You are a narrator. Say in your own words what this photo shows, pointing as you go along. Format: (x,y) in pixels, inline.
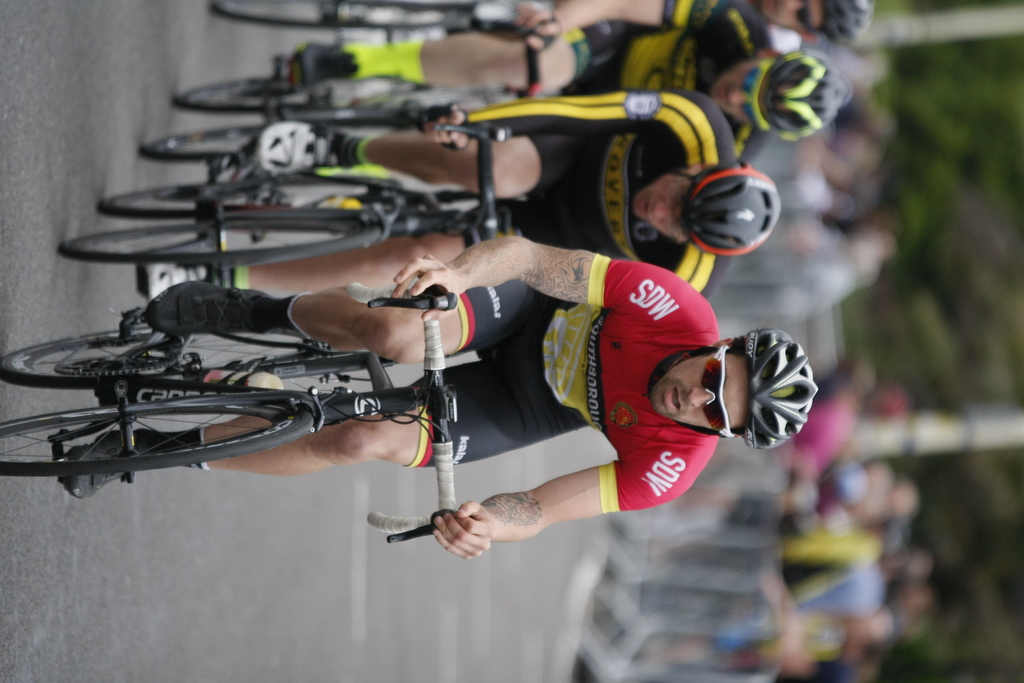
In this image there are some people (587,310) who are sitting on cycle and riding, in the background (835,469) there are a group of people (834,493) who are standing and there are some trees (927,482), poles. At the bottom (198,581) there is road (237,629).
